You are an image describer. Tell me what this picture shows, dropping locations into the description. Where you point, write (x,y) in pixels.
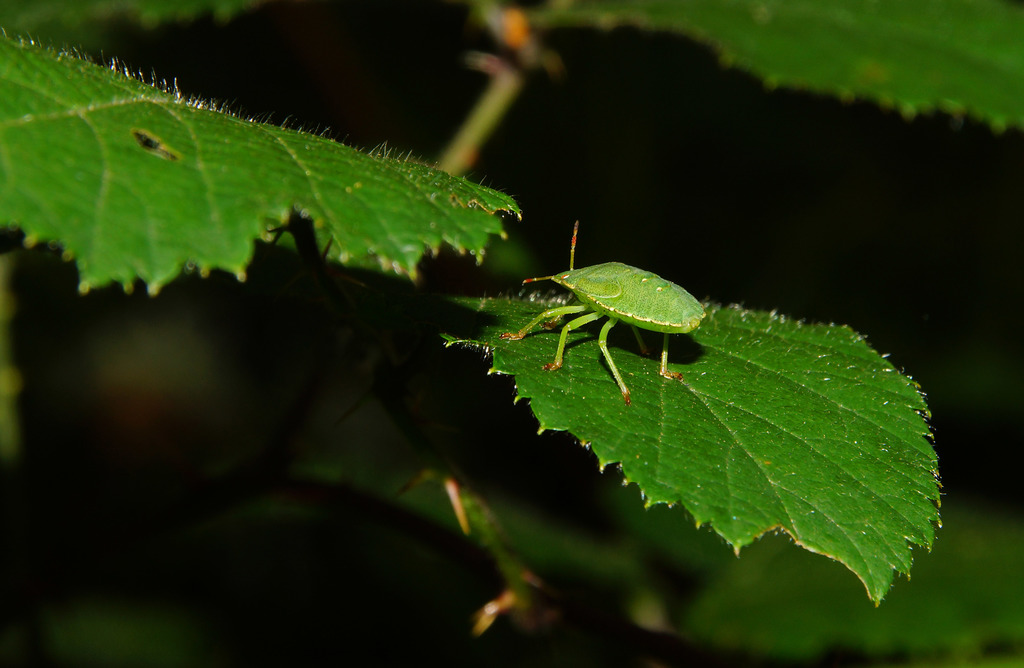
In this image we can see a bug (627,282) on the leaf (591,339). In the background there is a plant (455,210).
